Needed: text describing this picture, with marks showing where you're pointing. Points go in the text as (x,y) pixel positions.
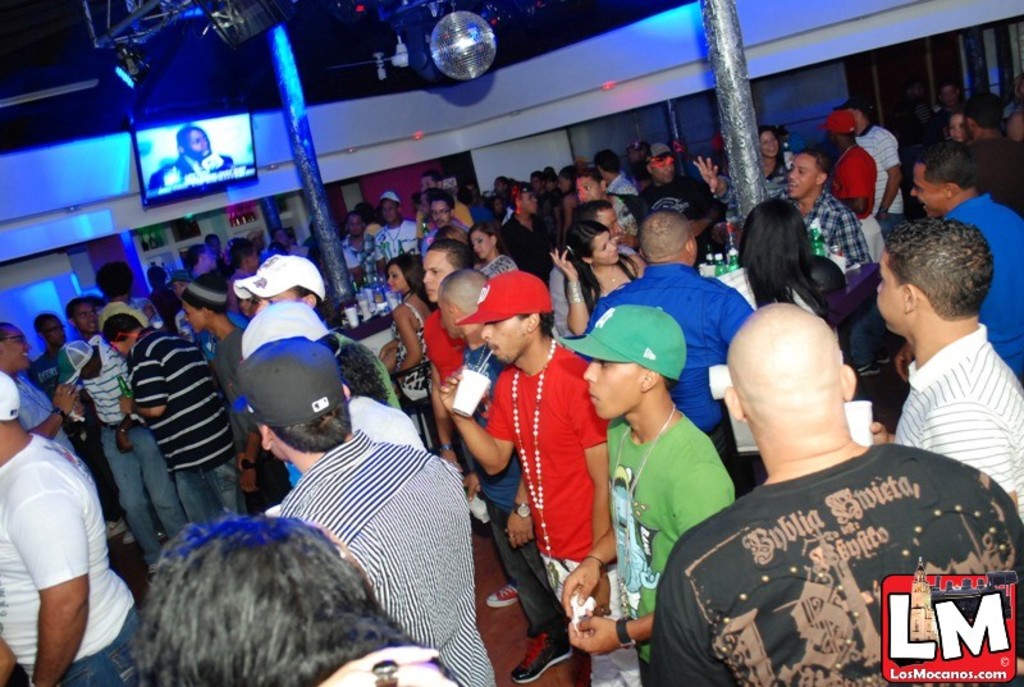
Here we can see group of people (377,431) standing on the floor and among them few are holding cups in their hands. In the background (42,240) there are pillars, TV (150,184) on the wall (80,191), poles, lights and some other items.
